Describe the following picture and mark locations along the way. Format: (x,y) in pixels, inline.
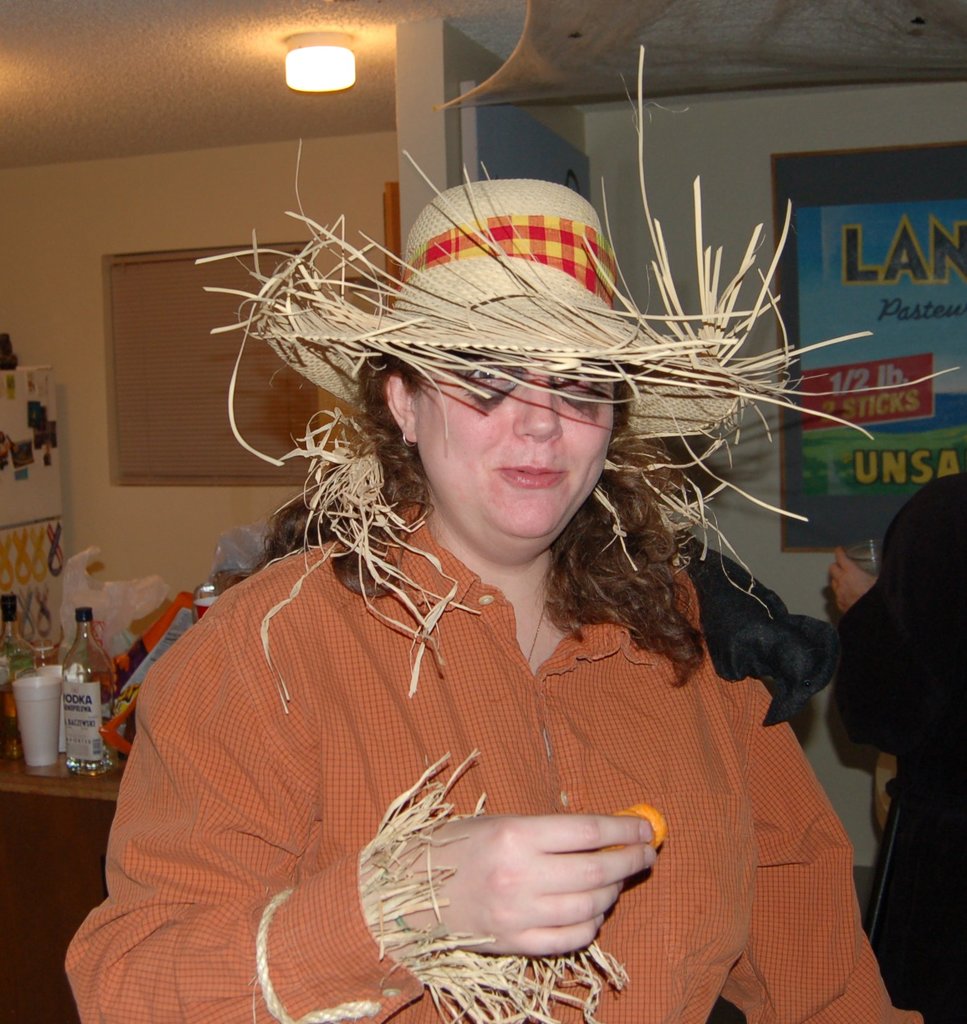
The picture consists of a woman (634,710) in red shirt (516,749) and wearing a hat (512,311), behind her there is a table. On the table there bottles (73,653), covers (119,635), boxes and other objects (127,640). On the right (934,664) there is a person (892,592) holding glass (869,549). At the top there is light (306,79) to the ceiling (205,38) and there is another object (691,69). At the top right (924,321) there is a poster (892,363). At the top left (202,327) it is window (189,464).
